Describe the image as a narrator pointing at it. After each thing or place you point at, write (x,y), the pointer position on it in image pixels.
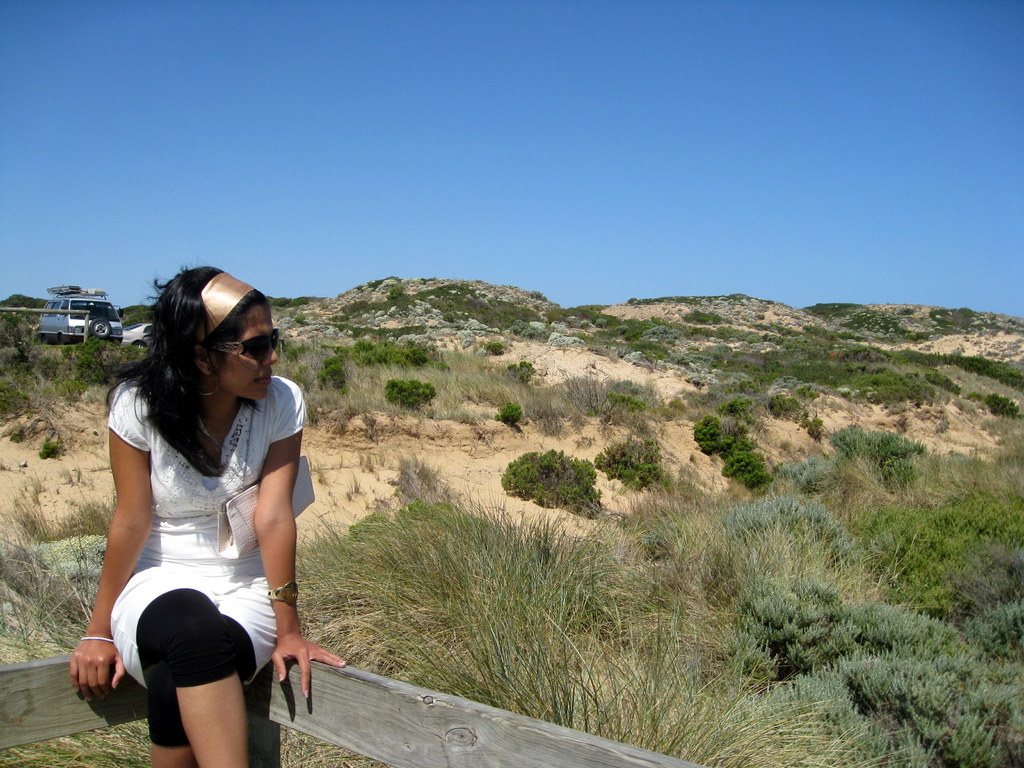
This is the picture of a woman (190,480) wearing a white dress (181,545) and a black pant (193,646), sitting on a railing (292,705). She is also wearing a spectacles (258,351) and a watch (281,593). Behind her there is uneven land (370,444) with some plants (584,512) and sand (445,462). To the left (94,303) there is a car (82,307). And in the background (127,189) we can observe sky (472,180).
